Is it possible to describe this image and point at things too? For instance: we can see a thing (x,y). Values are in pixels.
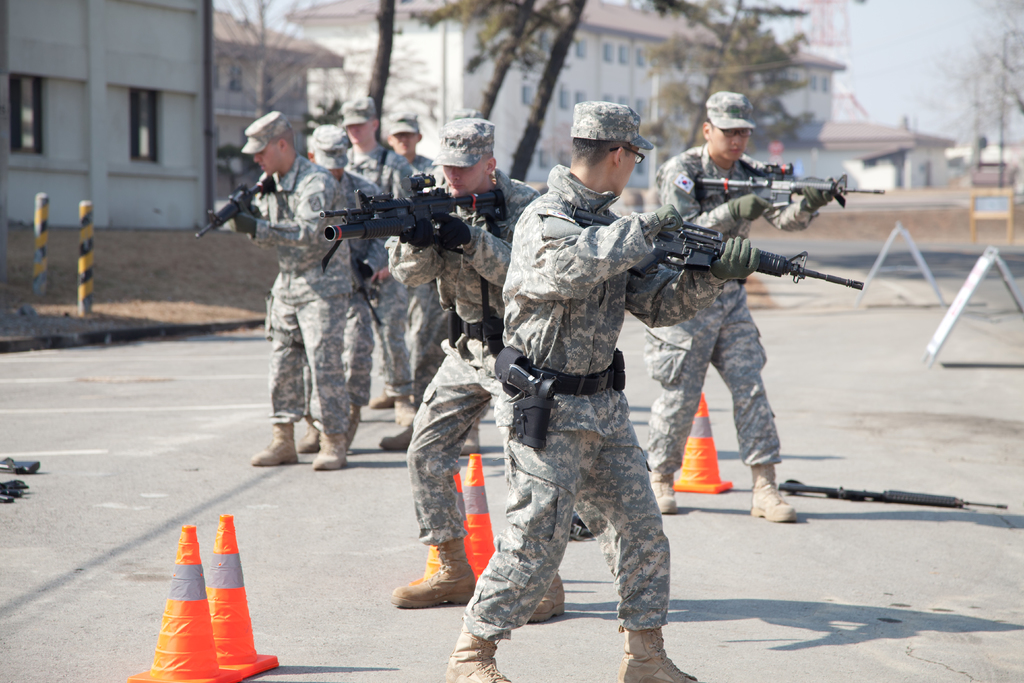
In the picture we can see some army people (465,675) are standing on the road (924,591) with guns (235,216), and wearing a uniform (274,391) with caps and in the background (9,159) we can see some buildings (15,148), trees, and sky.
